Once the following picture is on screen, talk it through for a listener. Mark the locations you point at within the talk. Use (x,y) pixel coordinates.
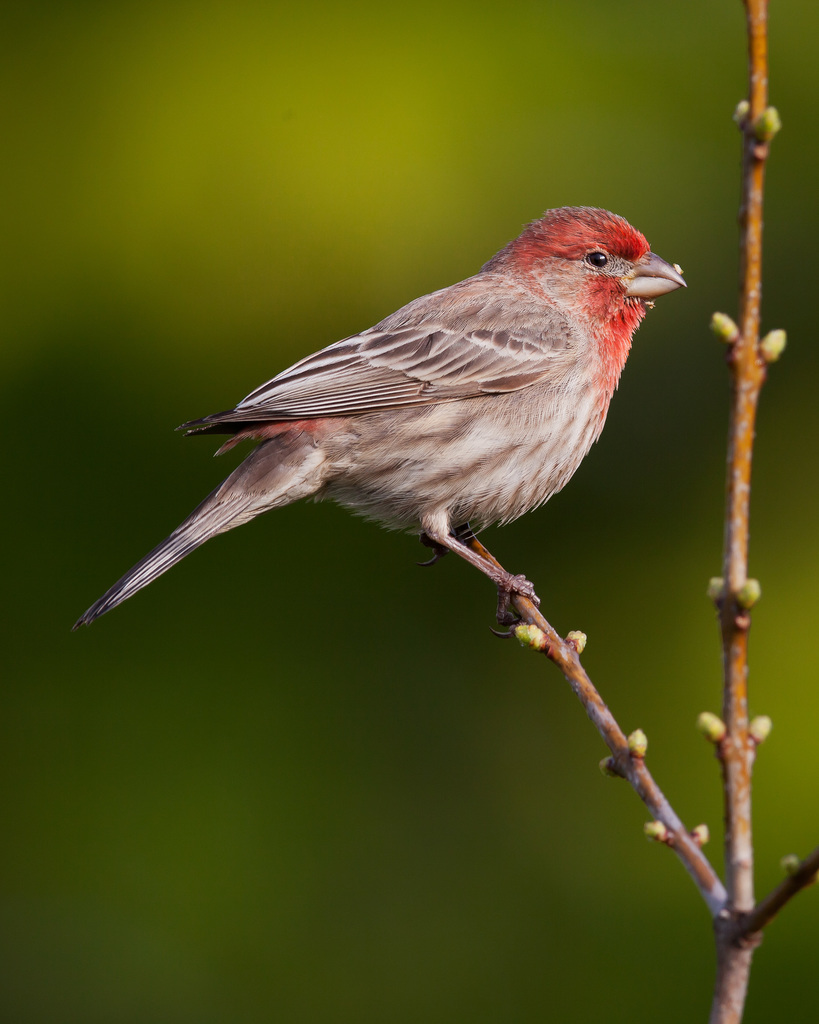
In this picture we can see a bird (547,265) on a branch (744,924) and in the background (589,820) it is blurry.
